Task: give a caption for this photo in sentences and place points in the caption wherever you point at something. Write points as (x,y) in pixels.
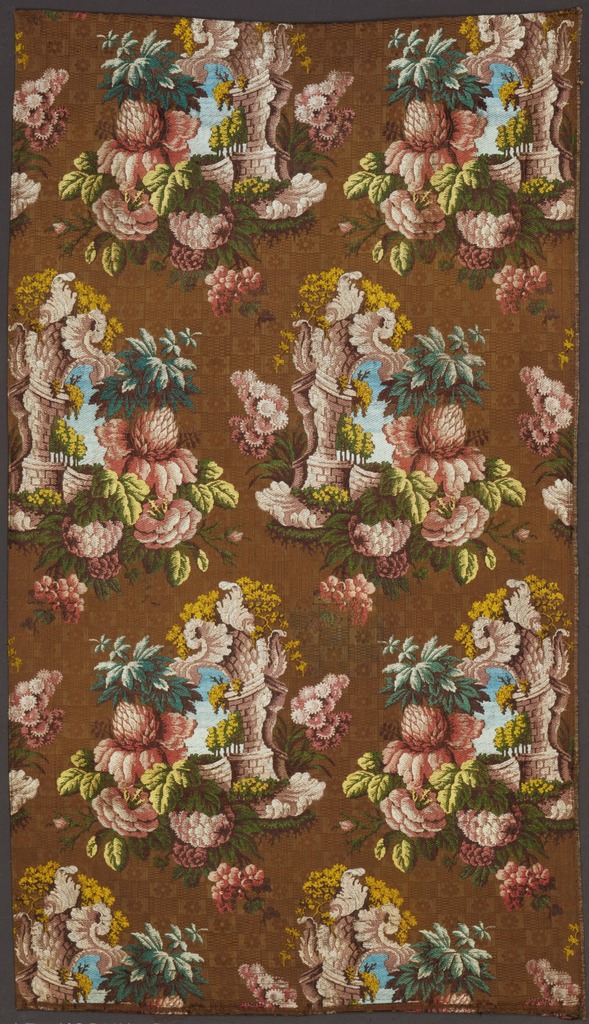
In this image there is a textile panel (214,605), the background of the panel (253,570) is brown in color, there are different objects (148,114) in the textile panel (249,418).
